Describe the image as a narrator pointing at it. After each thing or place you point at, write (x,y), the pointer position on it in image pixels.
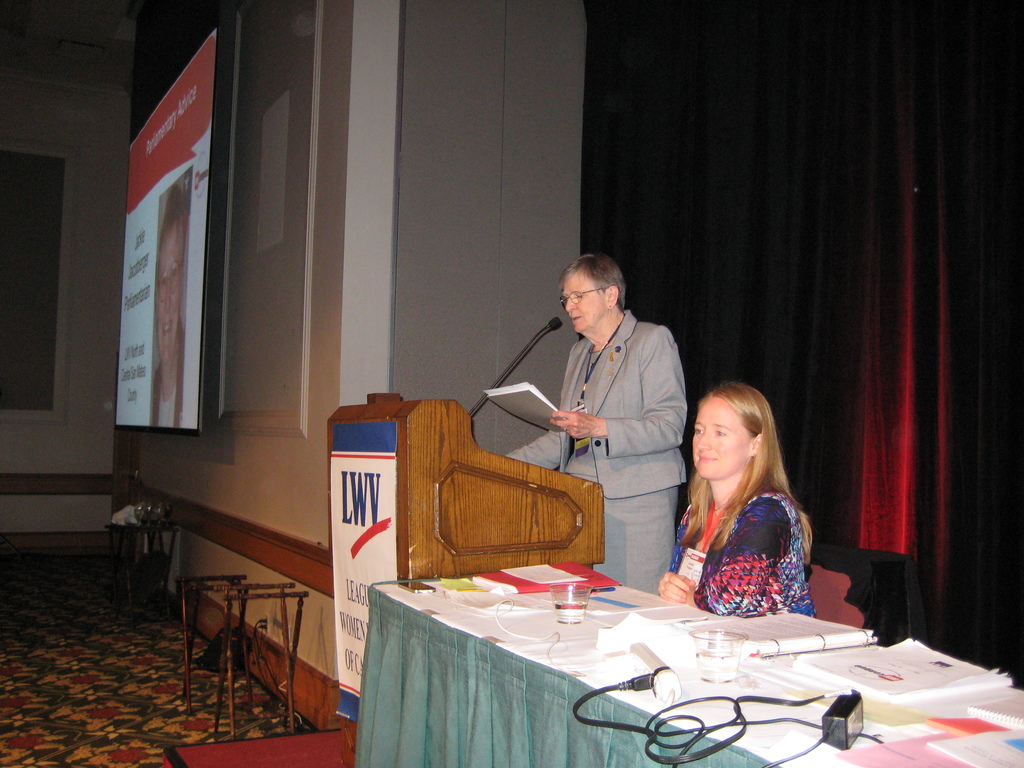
There is a woman (640,336) who is talking on the mike (522,359). she is holding papers (545,395) with her hand (599,432). This is podium (519,487). There is a woman (698,503) who is sitting on the chair (825,614). This is table (564,712). On the table (588,741) there is a glass (577,588) and papers (845,663). There is a curtain (719,323) and this is floor (122,637). Here we can see a screen (196,56) and this is wall (318,225).
